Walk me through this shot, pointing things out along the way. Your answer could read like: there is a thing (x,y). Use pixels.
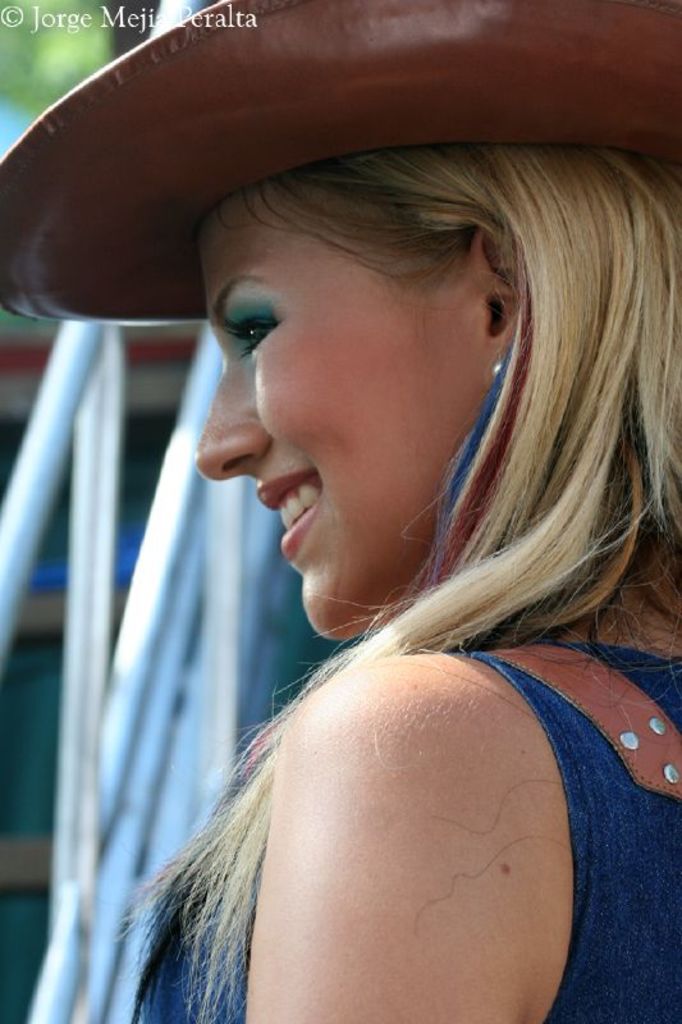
In this image we can see a woman (248,920) wearing hat (314,110).
